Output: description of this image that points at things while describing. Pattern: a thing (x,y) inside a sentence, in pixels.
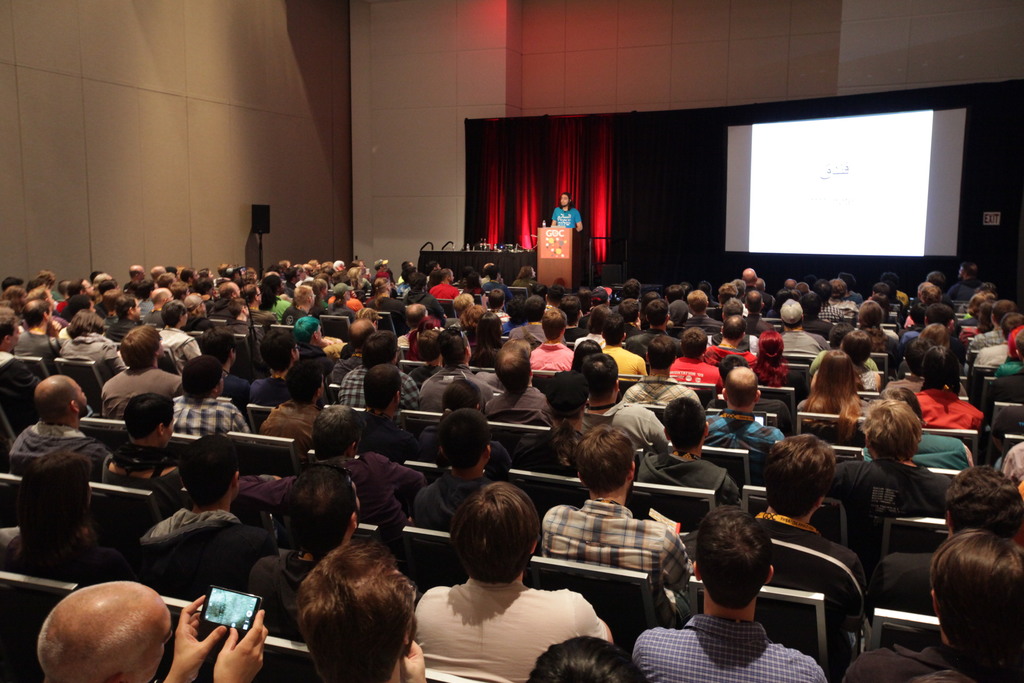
In this picture we can see a group of people (892,394) sitting on chairs (147,500) where a man (576,215) standing at podium (540,251), mobile (237,609), screen (727,199), curtains (652,174) and in the background (174,45) we can see wall (295,130).
